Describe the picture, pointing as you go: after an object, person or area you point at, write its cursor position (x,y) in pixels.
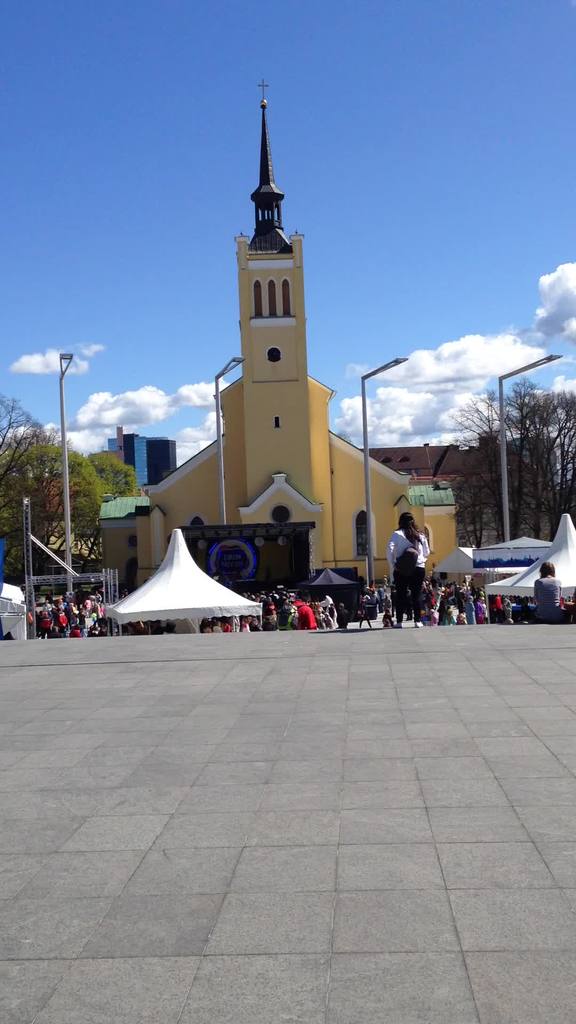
In this image we can see the church (265,504). We can also see the tents (212,600) and also light poles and many people (309,605). In the background (98,243) we can see the sky (159,272) with some clouds (444,393) and at the bottom (289,832) there is ground (271,912). Trees (73,520) are also visible in this image.
